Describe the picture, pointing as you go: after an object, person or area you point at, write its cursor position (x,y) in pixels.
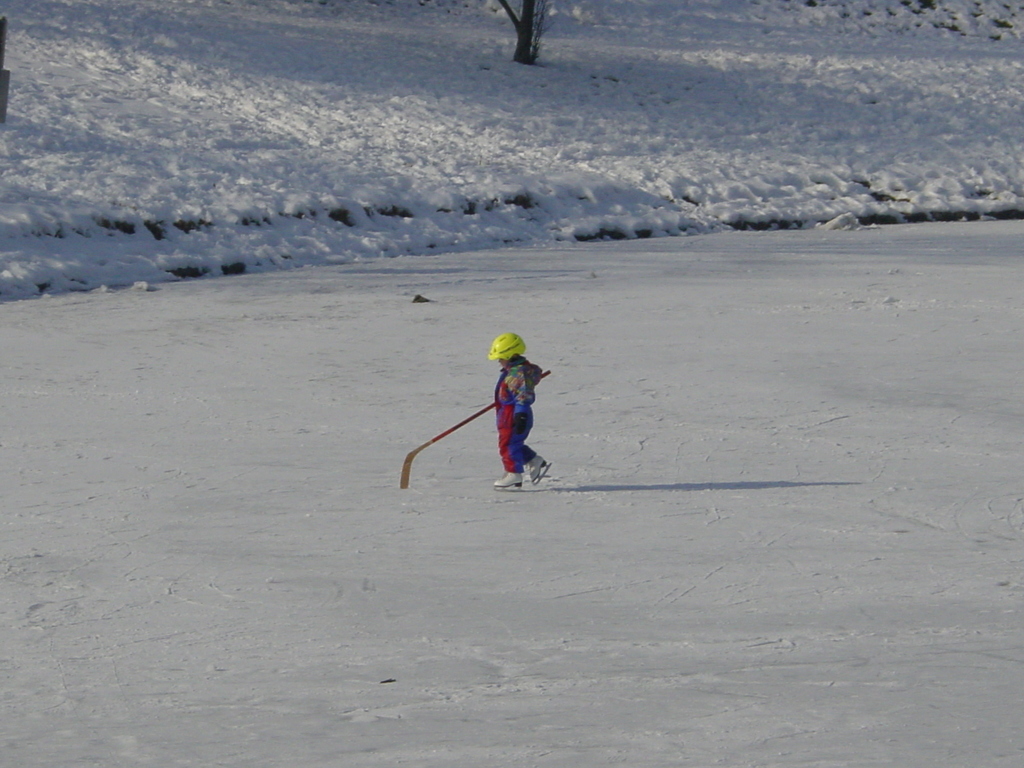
In this picture we can see a kid (521,408) on the snow (503,500), the kid (521,350) wore a helmet (499,352) and holding a stick (449,431), in the background (522,15) we can see a tree (523,49).
